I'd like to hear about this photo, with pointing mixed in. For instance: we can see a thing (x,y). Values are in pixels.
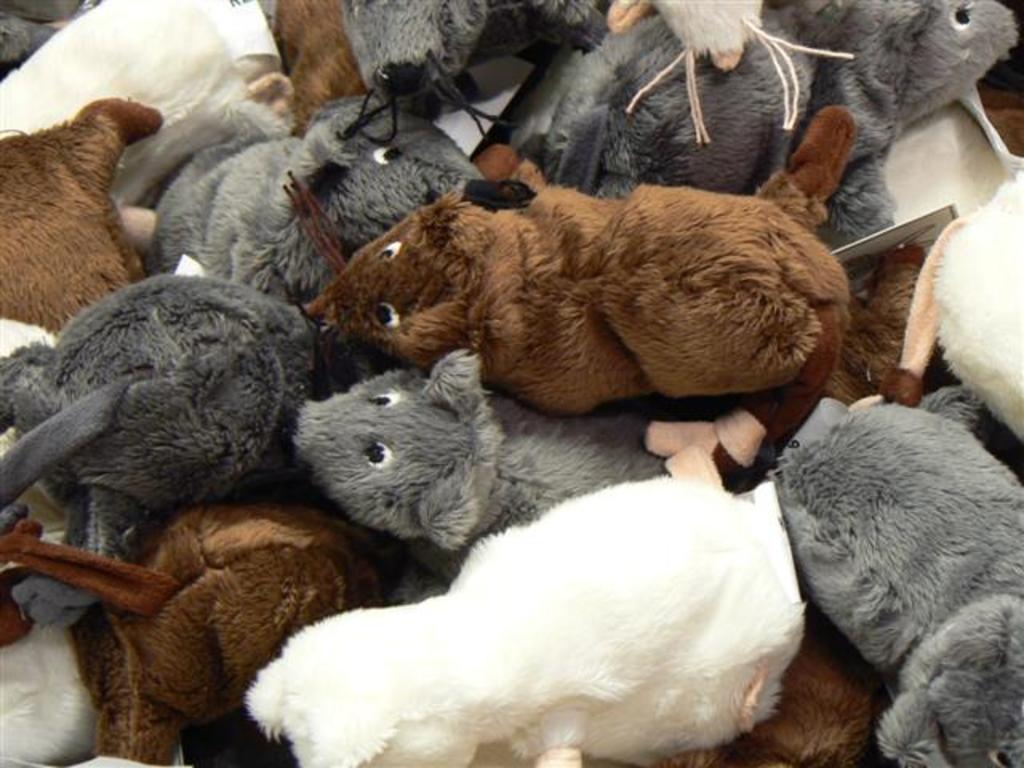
In this picture I can see number of soft toys (289,372) which are of grey, brown and white color.
